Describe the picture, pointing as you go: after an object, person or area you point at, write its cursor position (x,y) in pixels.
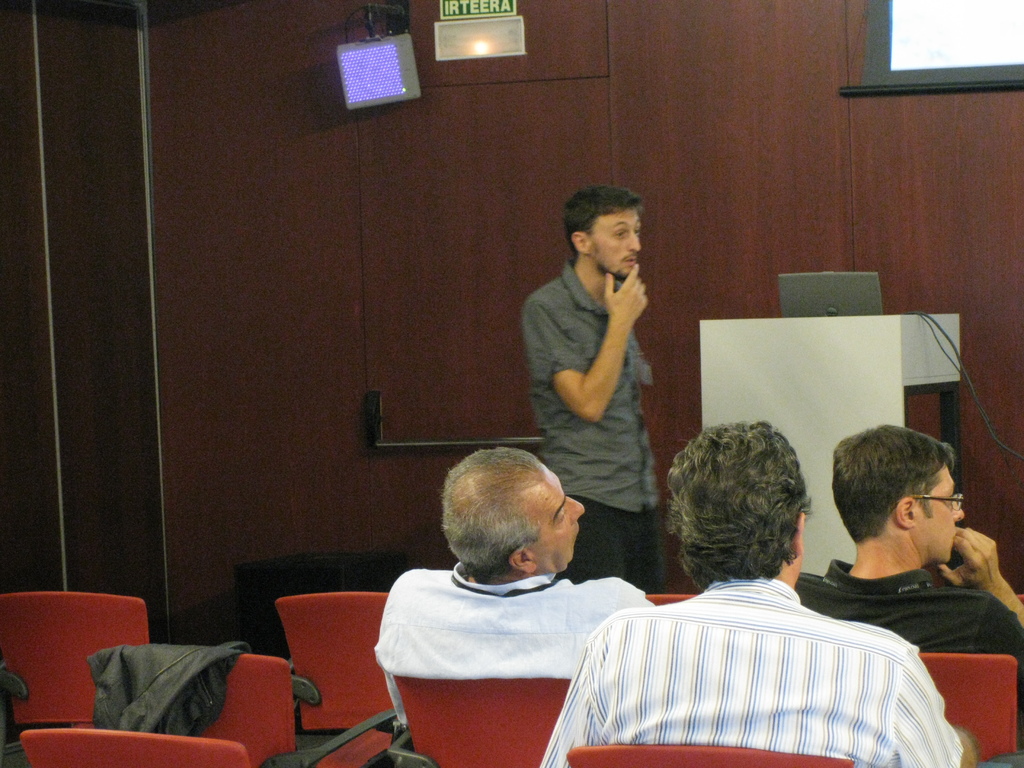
This picture is taken in a room (356,705). There are four persons (616,519) in the image. Towards the right (790,701) there are three persons (962,560) sitting on chairs (762,753) and facing backwards. Before them there is a man (571,302) wearing a grey shirt (552,299) and black trousers (596,529). All the chairs (90,709) are in red in color. Towards the left bottom (191,699) there is a jacket (170,685) on a chair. In the background (231,273) there is a wooden wall (688,106) with some lights (390,50).
